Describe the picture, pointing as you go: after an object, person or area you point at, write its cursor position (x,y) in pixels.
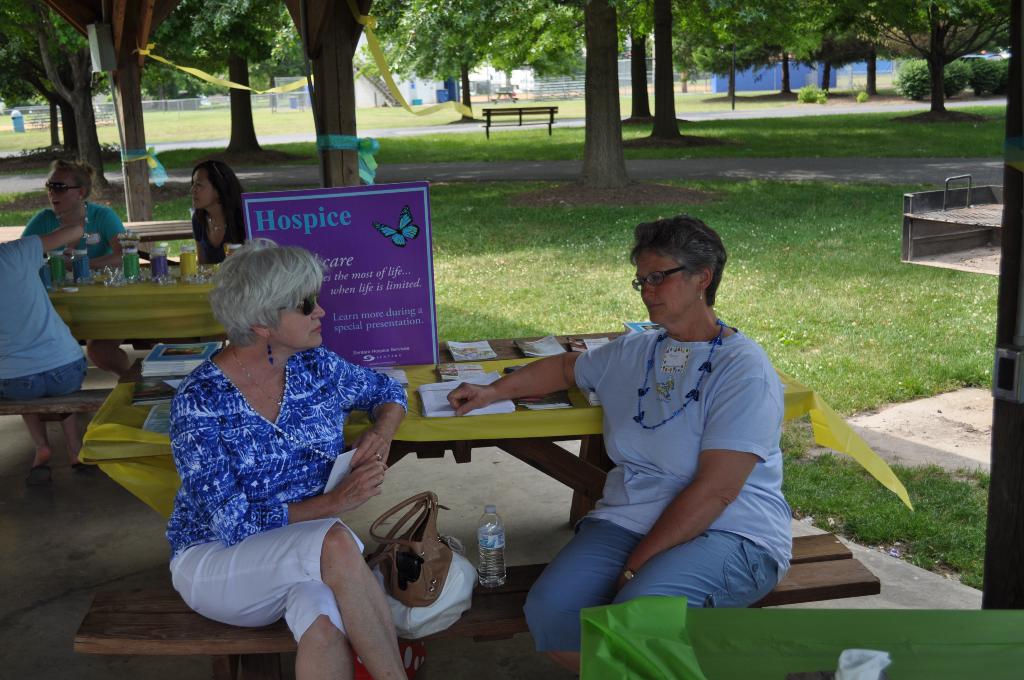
In this picture we can see two woman (348,508) sitting on the table (473,612), in the background (205,246) we can see another two women (101,258) sitting on the table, we can see grass (546,269) in the bottom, and there is a table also we can see number of trees (585,38) in the background (449,45) and a dustbin (18,114) here.
